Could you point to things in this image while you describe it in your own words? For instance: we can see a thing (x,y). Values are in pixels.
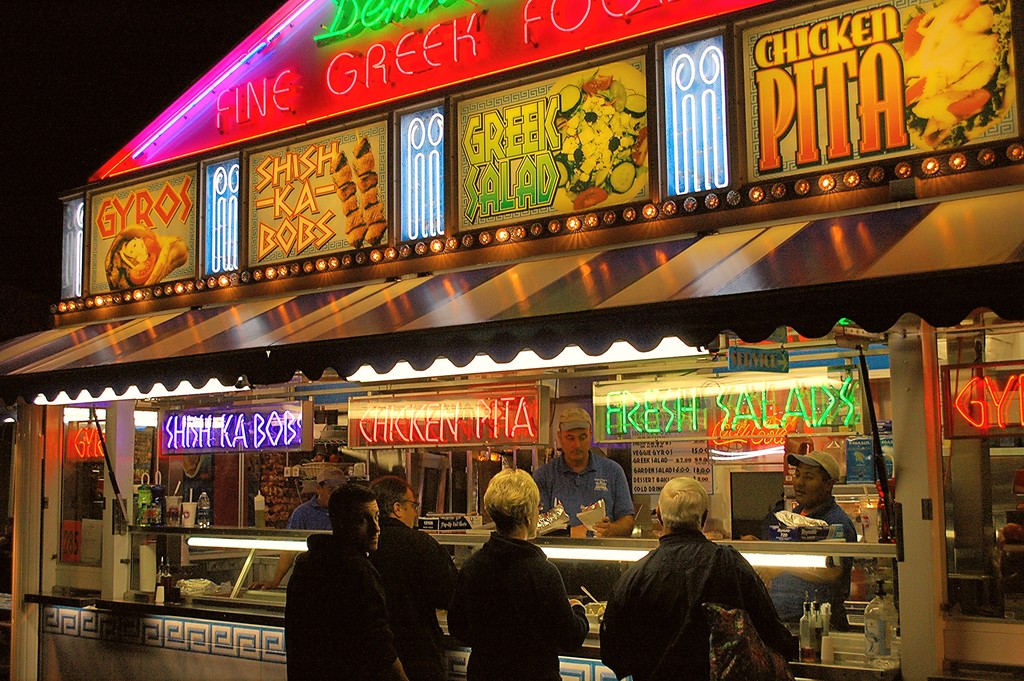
In this picture we can see a group of people (405,668) standing at a food stall (656,457), name boards (250,413), bottles (154,501), glasses (171,518), sun shade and in the background (71,109) it is dark.
